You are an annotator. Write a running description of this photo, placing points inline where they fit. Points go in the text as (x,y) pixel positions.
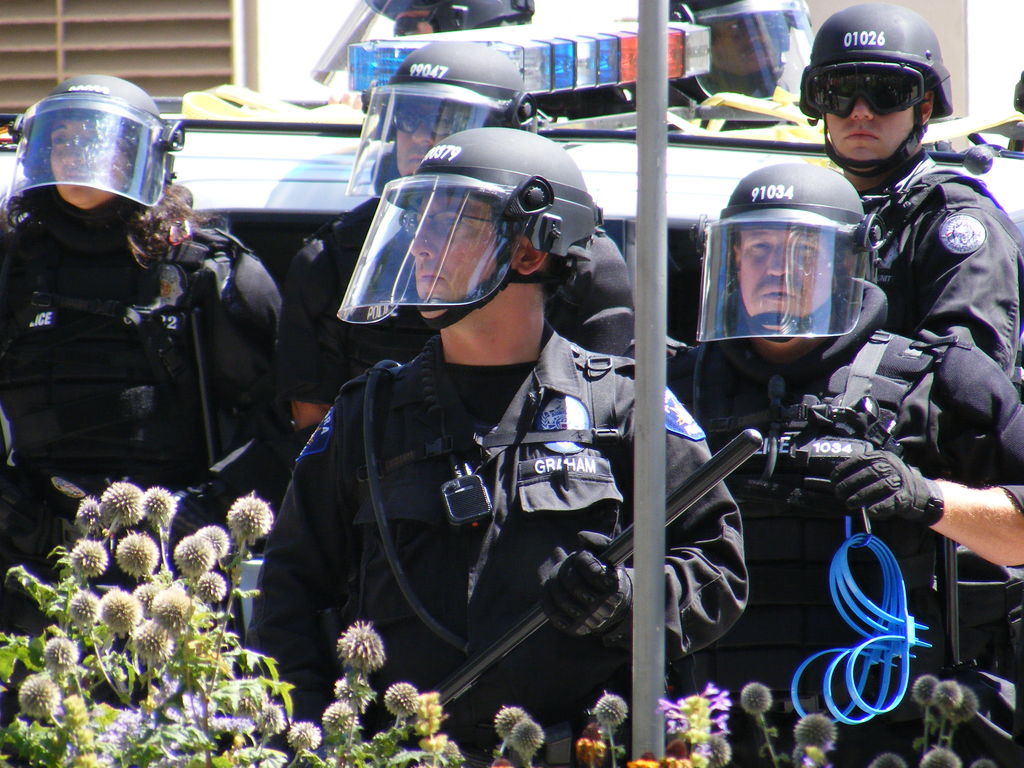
There is a group of cops (608,460) wearing black uniform (829,385) and standing behind a pole (663,223), behind the cops (446,117) there is a vehicle (331,132) and in the front (173,647) there are some unwanted plants (186,688).
